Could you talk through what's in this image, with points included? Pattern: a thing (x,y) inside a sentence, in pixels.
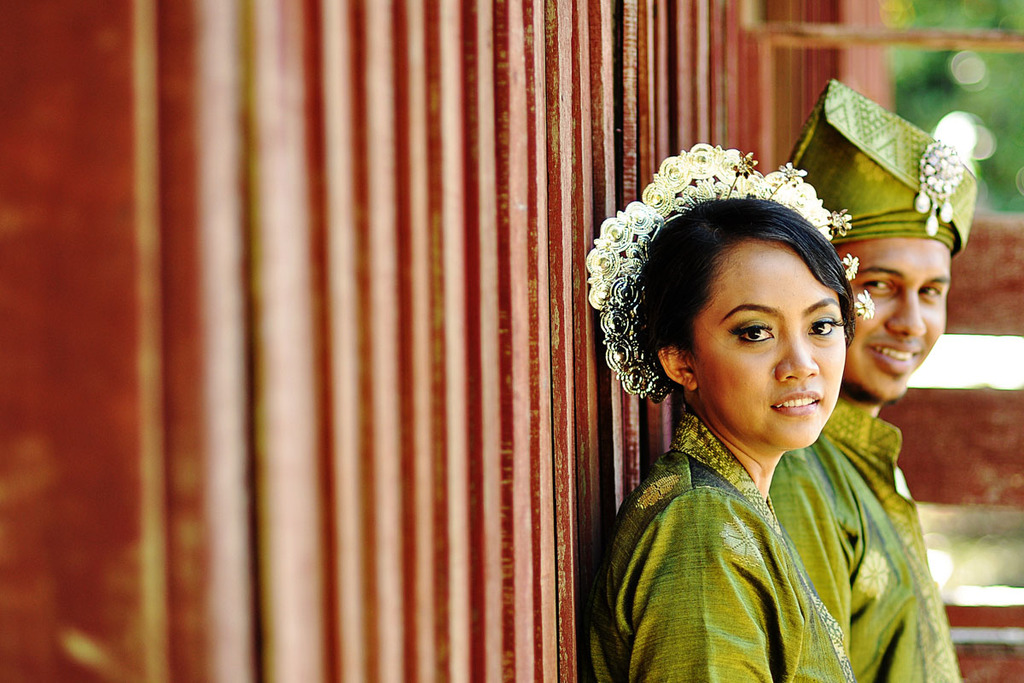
In this image I can see two persons (797,285) and I can see both of them are wearing green colour dress (851,534). I can see one of them is wearing green colour thing (912,133) on his head (840,241).
